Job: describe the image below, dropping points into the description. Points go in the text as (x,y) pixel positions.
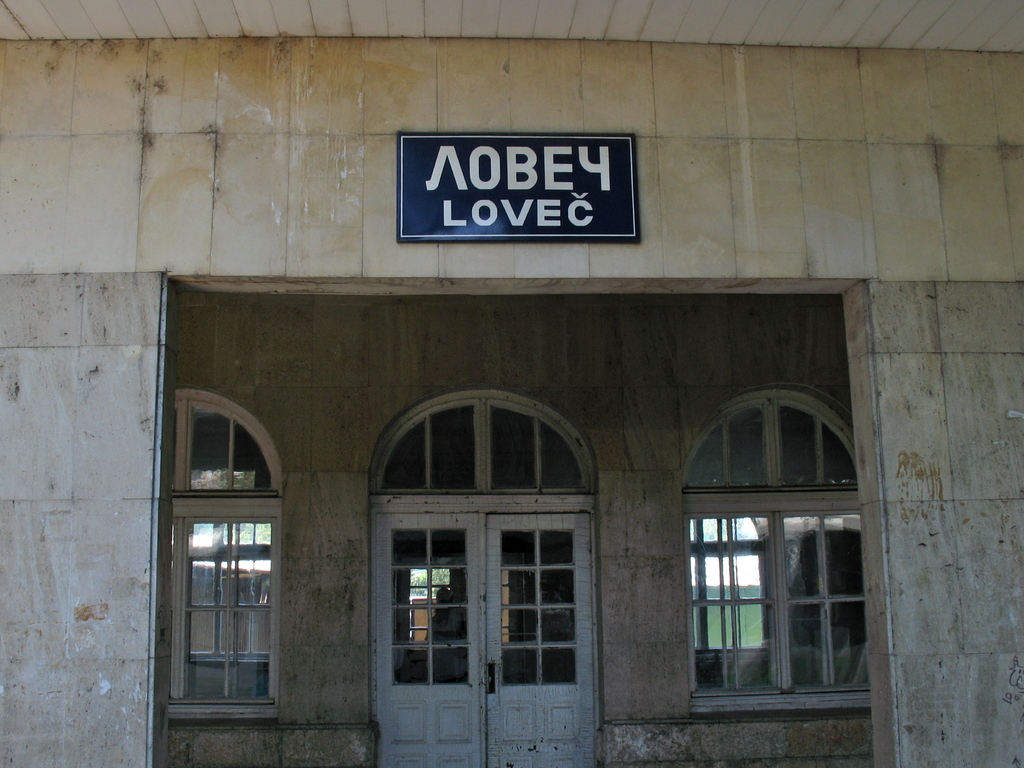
In this picture we can see a door (511,729), glasses (464,535), board (522,210), and a wall (47,597).
